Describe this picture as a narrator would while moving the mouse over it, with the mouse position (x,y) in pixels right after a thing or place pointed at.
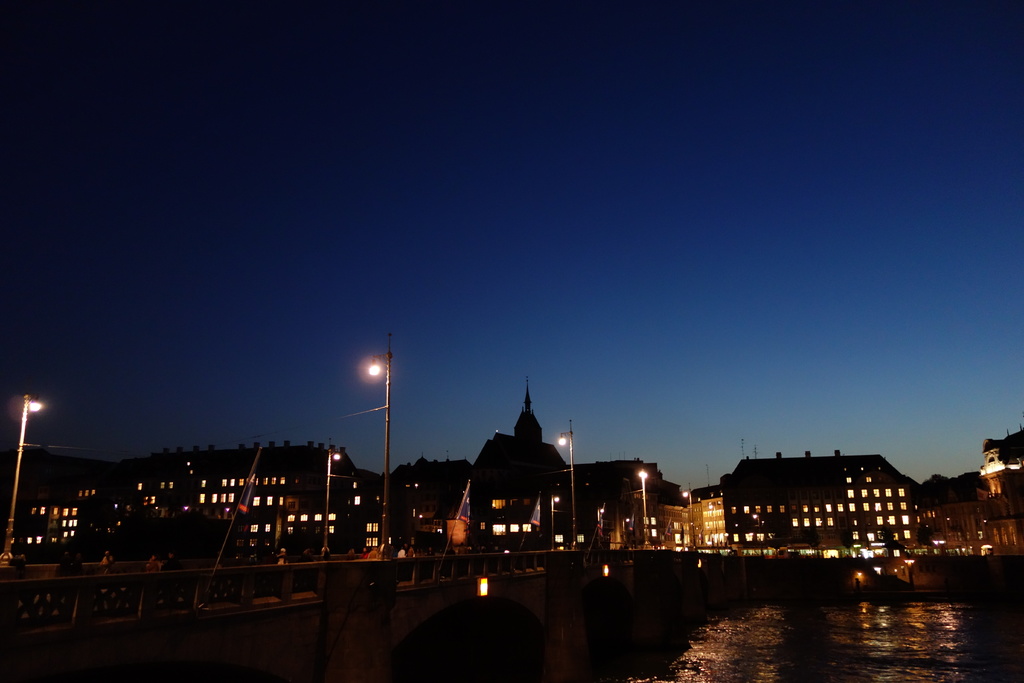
In this image there are buildings (632,513) and we can see lights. There are poles (388,347). At the bottom (937,643) there is water (776,645) and we can see a bridge (317,661) and there are people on the bridge (392,574). In the background (490,322) there is sky (530,156).
